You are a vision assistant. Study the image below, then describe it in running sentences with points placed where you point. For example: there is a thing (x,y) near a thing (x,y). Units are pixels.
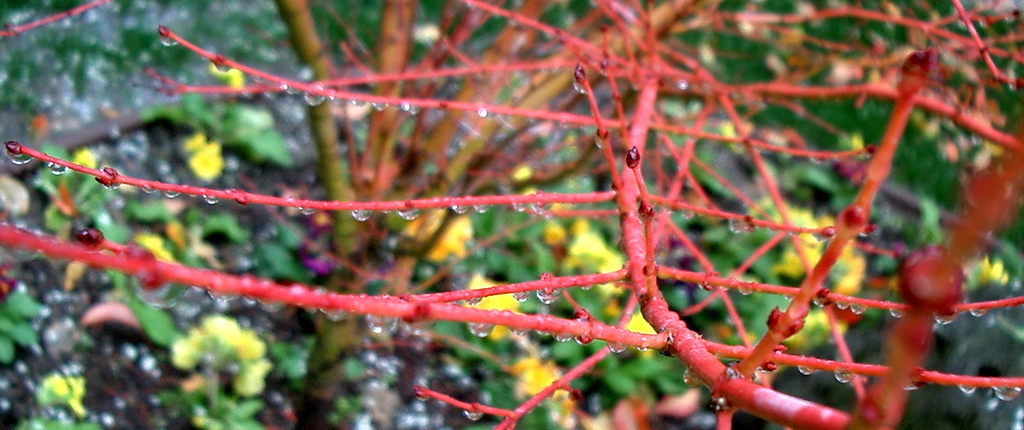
As we can see in the image there are plants (262,128) and yellow color flowers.
